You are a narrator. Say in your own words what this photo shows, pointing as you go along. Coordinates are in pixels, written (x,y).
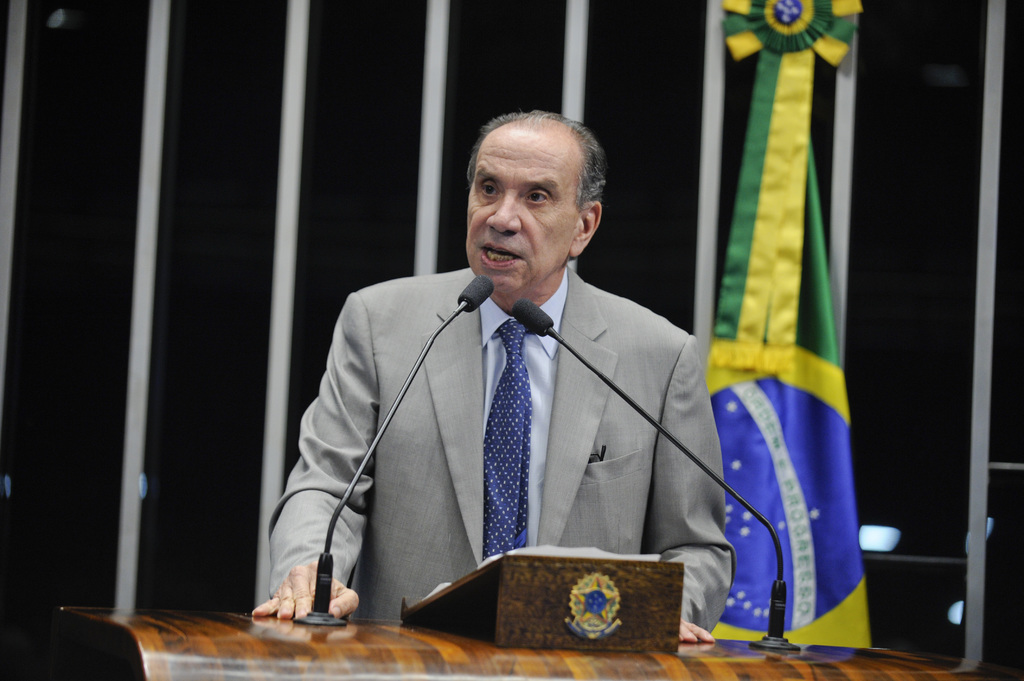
In this image in the front (588,646) there is a podium (574,662) and on the top of the podium (539,656) there are mics (542,329). In the center (425,404) there is a man (446,381) standing and speaking. In the background (819,232) there is a flag (781,287) and there is a curtain (467,150) which is black and white in colour.
